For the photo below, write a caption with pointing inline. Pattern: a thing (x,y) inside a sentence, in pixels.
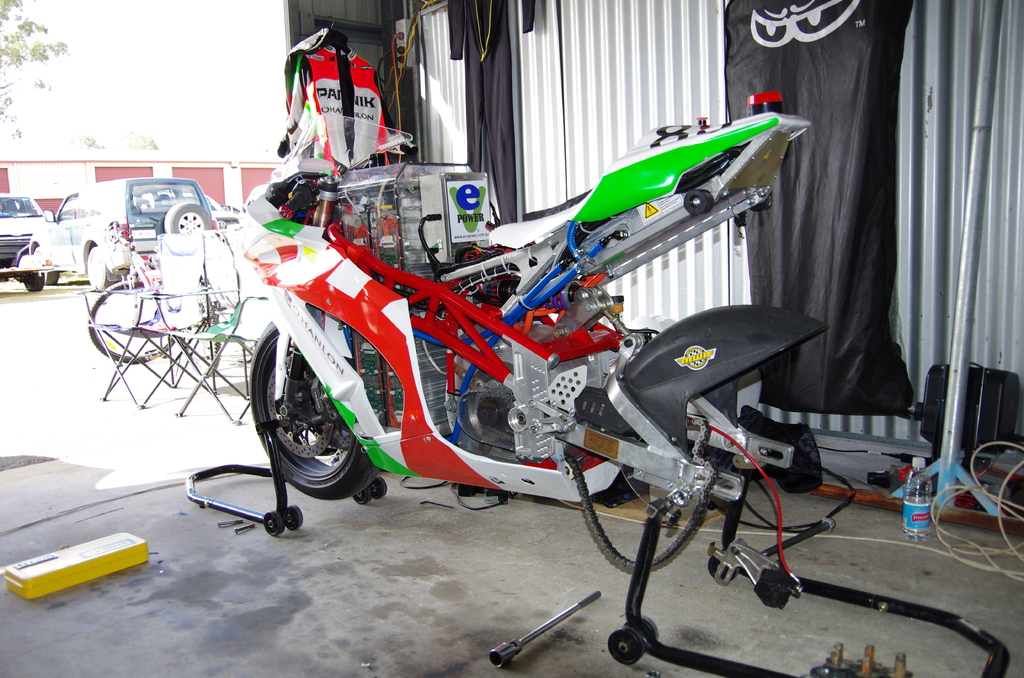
In the center of the image (427,334) we can see the bike (486,311) with one tyre (338,486). We can also see the yellow color box (114,557), wires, water bottle (914,494), stand (957,451), clothes (314,97), switch board (398,67) and also the shutter wall (720,238) with the black color cloth (790,174). On the left (86,234) we can see the vehicles (124,185), bicycle (135,303) and also the chairs (217,331). We can also see the wall (186,168) and trees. At the bottom (337,606) we can see the surface (483,647).
